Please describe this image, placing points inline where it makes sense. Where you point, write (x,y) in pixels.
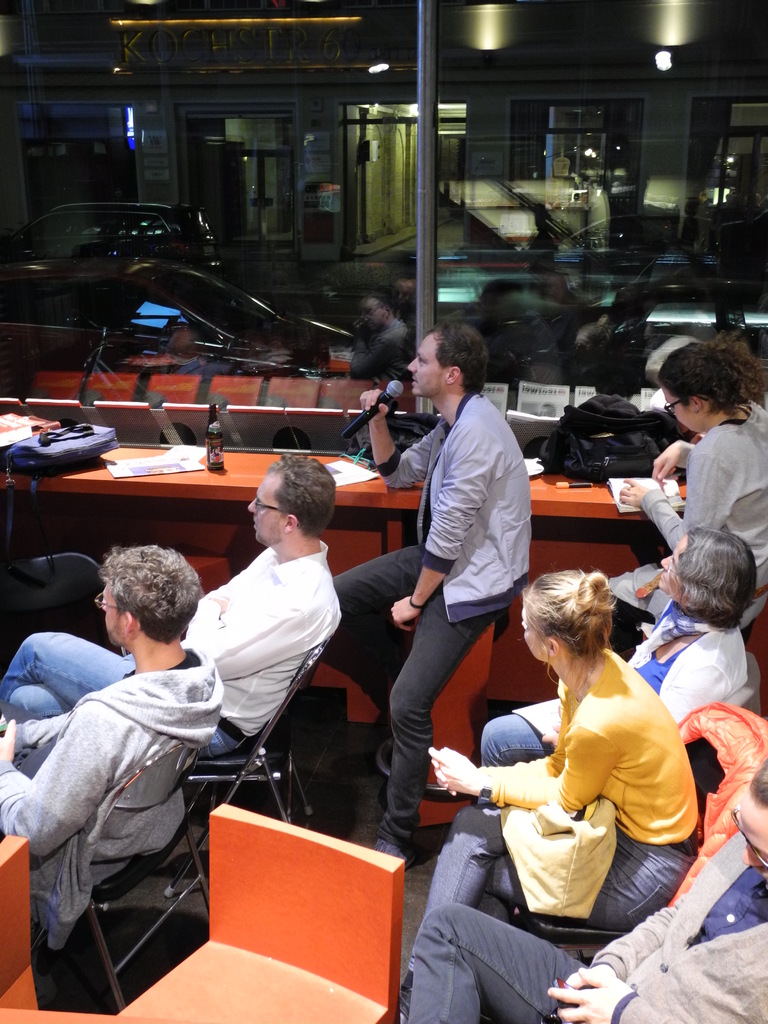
In the picture we can see some people (647,1011) are sitting on the chairs (265,996) and besides, we can see one man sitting on the stool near the desk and talking into the microphone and on the desk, we can see some papers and a bottle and behind it we can see a glass window (710,274).
